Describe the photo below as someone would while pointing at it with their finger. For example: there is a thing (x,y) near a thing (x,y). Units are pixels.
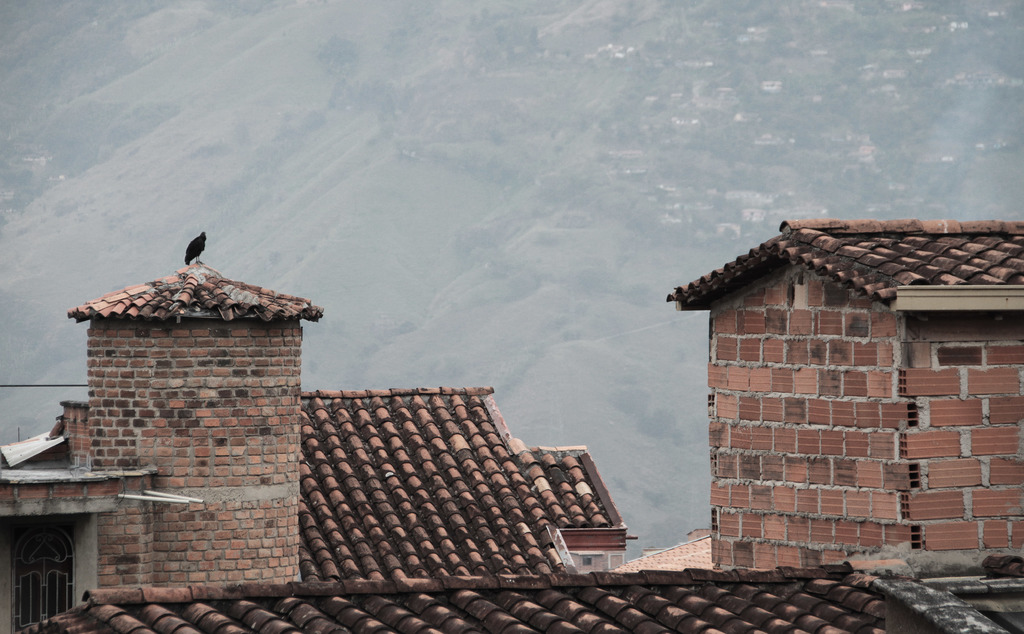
As we can see in the image there are buildings (851,493) and red color rooftops (499,463). In the background (373,65) there are hills (639,100). Here there is a bird (194,257).
